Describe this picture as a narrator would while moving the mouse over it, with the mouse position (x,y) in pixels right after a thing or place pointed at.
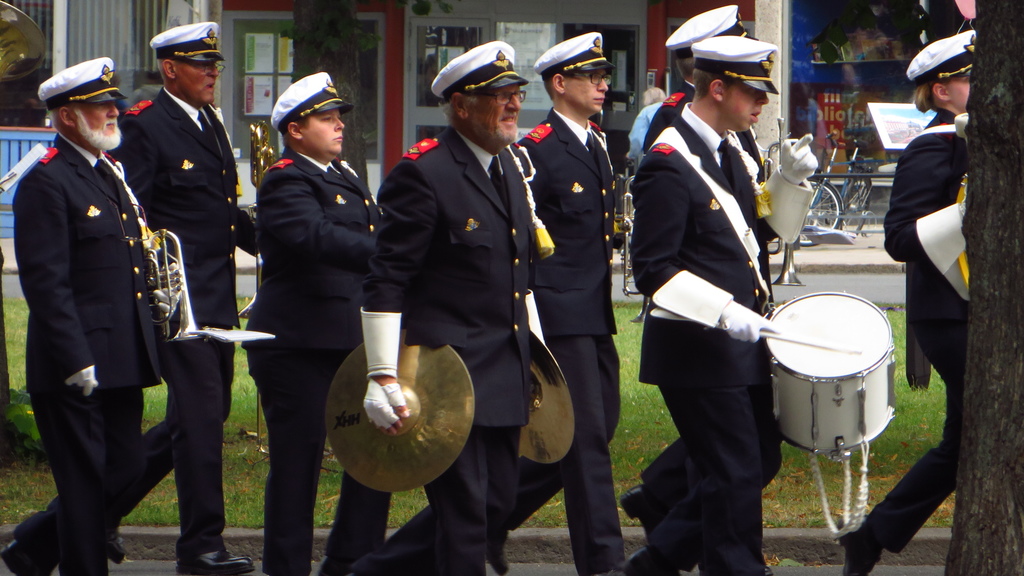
In the foreground of the picture (512,263) I can see a group of men (348,257) walking on the road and they are carrying the musical instruments (859,436) in their hands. I can see a bicycle (821,190) on the side of the road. There is a trunk (992,354) of a tree (1002,200) on the right side (974,326). I can see the green grass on the side of the road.
